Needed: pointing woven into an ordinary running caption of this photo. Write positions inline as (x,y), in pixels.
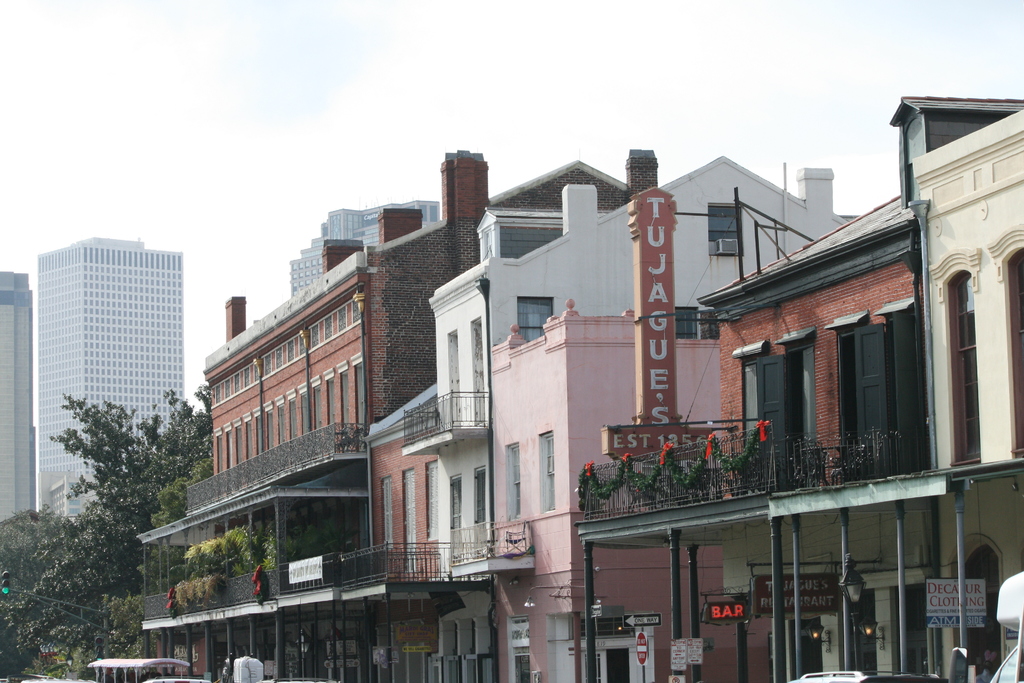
In the center of the image (509,372) there are buildings (862,516). On the left (152,572) there are trees (102,569). At the top (15,100) there is sky (315,158).
